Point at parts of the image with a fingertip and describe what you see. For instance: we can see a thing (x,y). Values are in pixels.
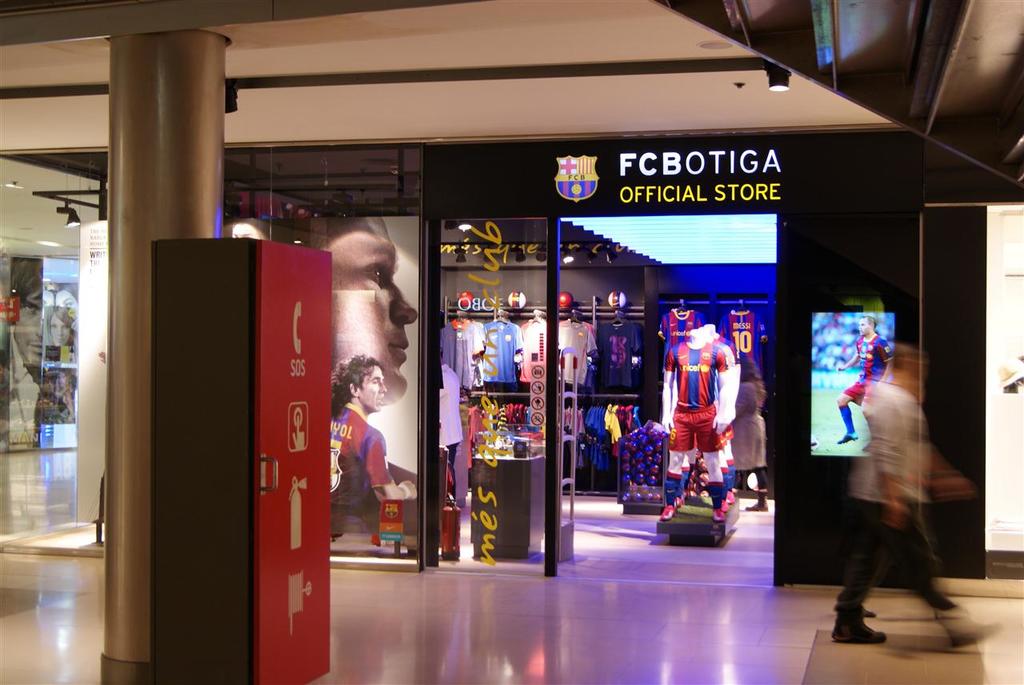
In this image on the right side (867,463), I can see a person (885,523). I can see some text (620,179) written on the wall (445,196). I can see the mannequin (687,411). I can also the clothes (583,349) hanging. At the top (62,212) I can see the lights (774,74).
